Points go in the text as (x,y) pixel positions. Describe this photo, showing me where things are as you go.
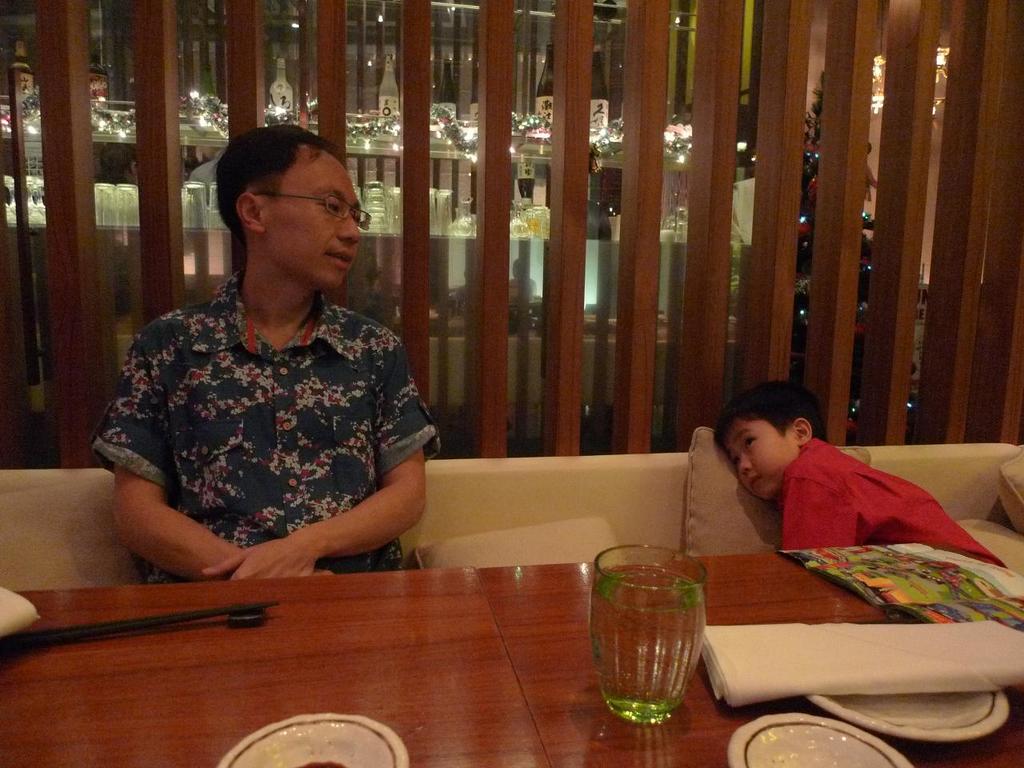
In this image i can see a man (348,378) sitting on a couch (451,506) beside a man (350,396) there is a boy (769,467), there are few plates (768,759), glasses (657,589) on the table (547,641) at the back ground (569,255) i can see a wooden railing (498,50) and few glasses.
